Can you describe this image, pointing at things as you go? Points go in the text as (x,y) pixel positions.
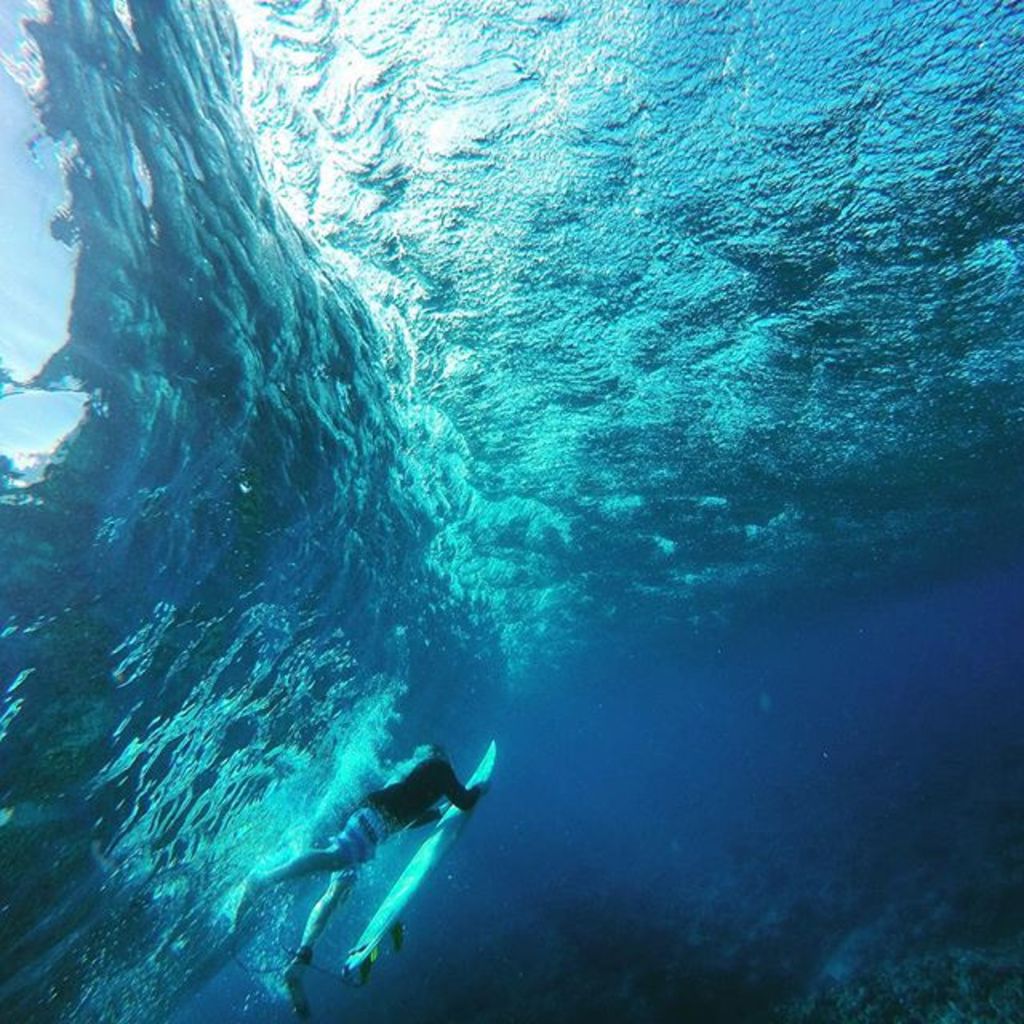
In this image, we can see a man (324,919) with surfing board (411,881) in the water (557,506).
